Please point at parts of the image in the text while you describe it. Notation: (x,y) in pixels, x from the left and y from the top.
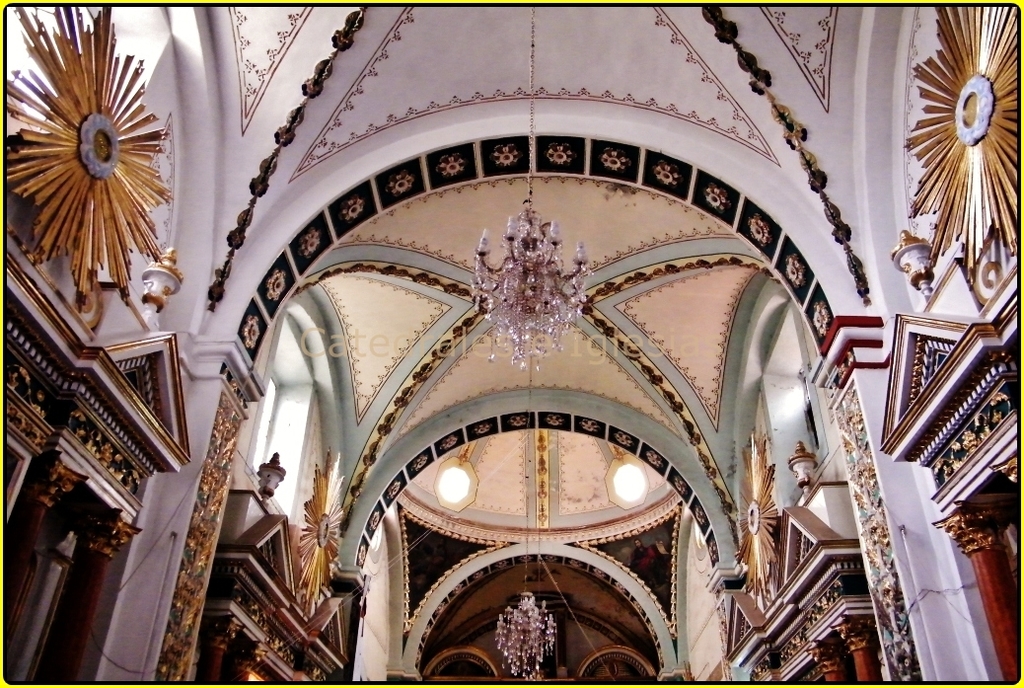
In this picture, we see a white wall (180,544) and pillars (183,628). This picture might be clicked inside the museum (228,373) or a building (190,418). Here, we see the lanterns (165,273). In the middle of the picture (488,235), we see the chandelier (526,198). At the top of the picture (548,103), we see the roof (474,56) of the building (426,75).
